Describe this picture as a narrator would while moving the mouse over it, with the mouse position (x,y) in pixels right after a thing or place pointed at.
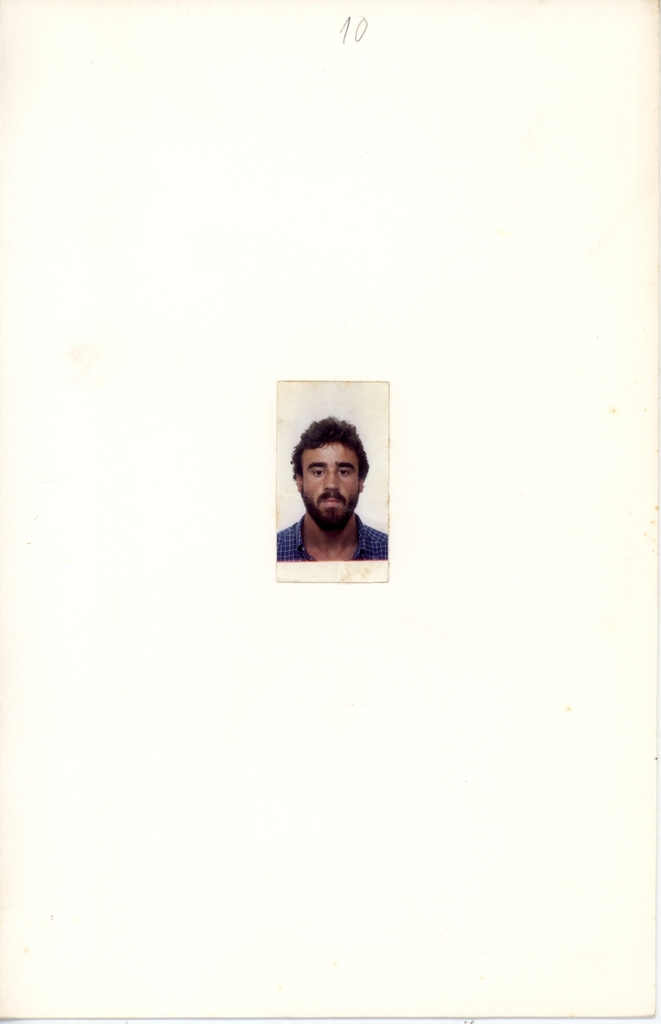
In this image I can see a passport size photo (318,473) of the person (345,548). He is wearing blue shirt (371,537). Background (84,912) is in white color.
